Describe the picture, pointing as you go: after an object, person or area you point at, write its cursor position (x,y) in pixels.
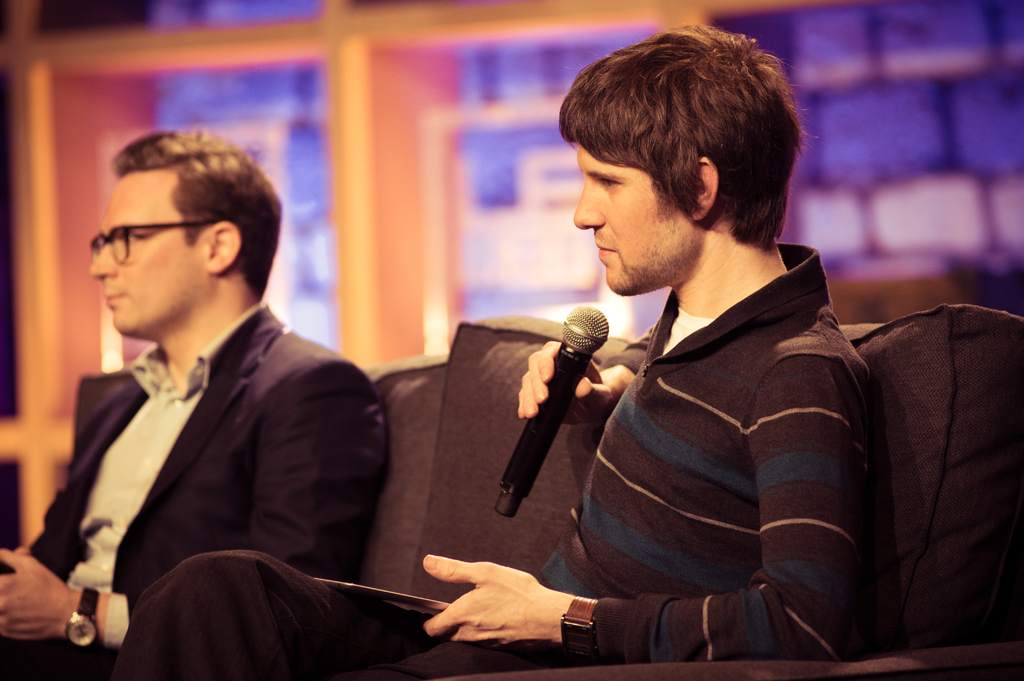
In this image there are men (663,562) sitting on a sofa (403,519). In the left side of the image (330,441) a man (21,667) is sitting on a sofa (417,570). In the right side of the image (699,204) a man (227,654) is sitting on a sofa (980,344) holding a mic (502,490) in his hand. At the background (862,73) there is a window (446,169) and a wall (889,135) with bricks (899,110).
